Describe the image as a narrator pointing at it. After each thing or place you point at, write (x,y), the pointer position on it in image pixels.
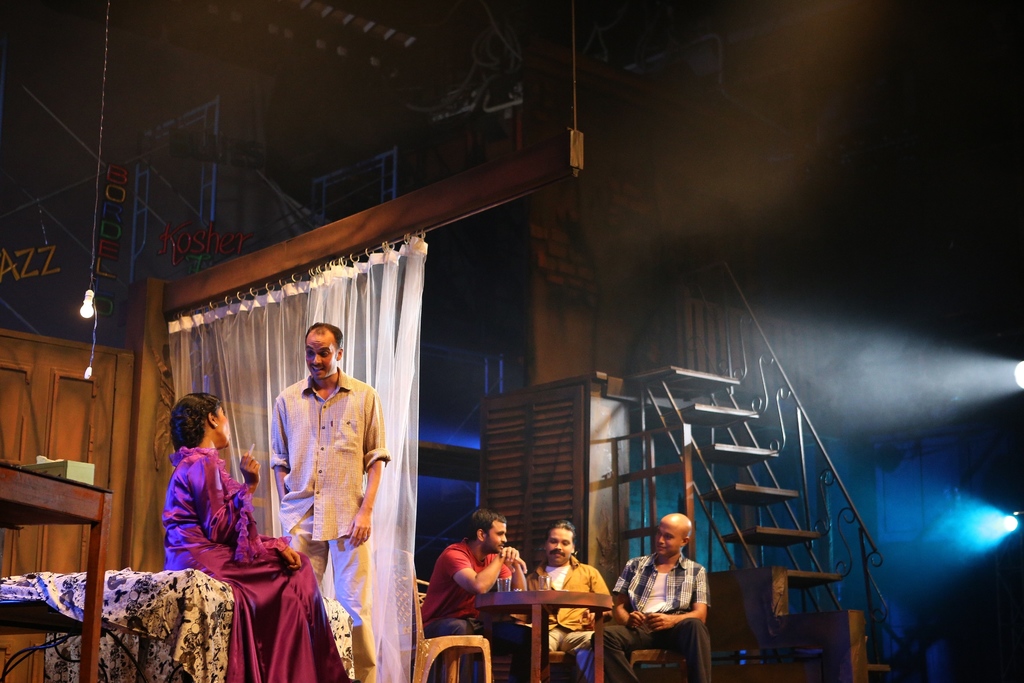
In the picture I can see people (304,642) among them one man (346,524) is standing and others (273,564) are sitting. I can also see white color curtains (267,355), steps (722,542), chairs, a table (505,601), lights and some other objects (49,596).
